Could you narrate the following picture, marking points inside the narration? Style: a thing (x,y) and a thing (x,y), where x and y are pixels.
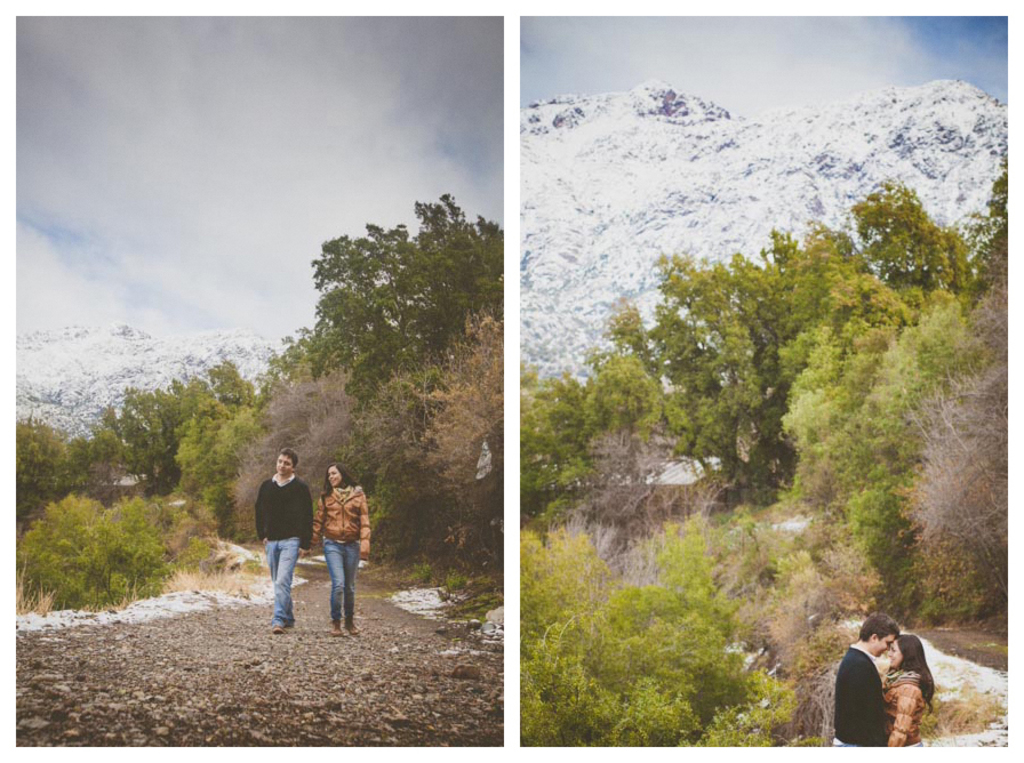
In this image I can see a collage picture and I can also see few persons (333,475) walking. The person (325,534) at right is wearing brown jacket (342,534), blue pant (345,554) and the person (276,534) at left (292,537) is wearing black shirt (294,515), blue pant (292,560). Background (118,436) I can see few trees (206,466) in green color, snow (255,347) in white color and the sky (752,72) is in white and blue color.
